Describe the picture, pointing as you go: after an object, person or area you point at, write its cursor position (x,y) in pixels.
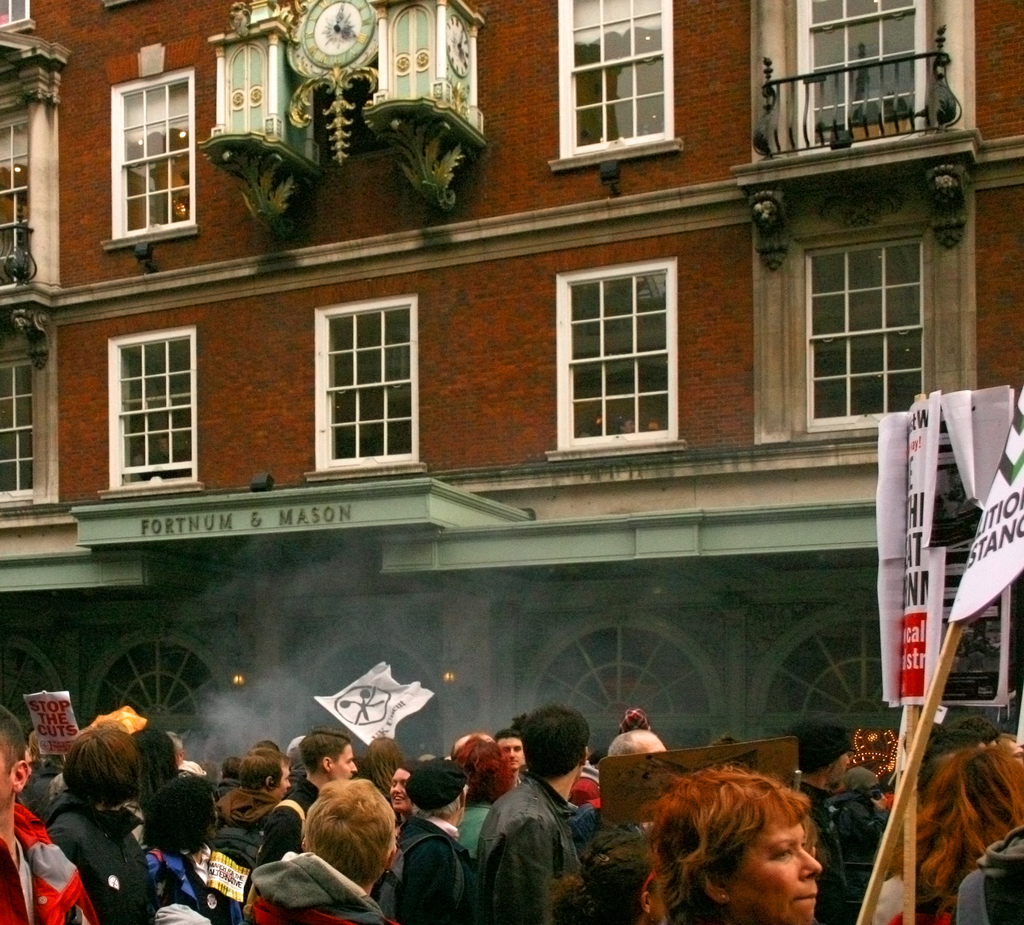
In this image we can see few people (483,825) standing in front of the building (715,349) and holding placards (57,730) and there is an object (389,98) looks like a clock (348,45) on the building (327,138).
